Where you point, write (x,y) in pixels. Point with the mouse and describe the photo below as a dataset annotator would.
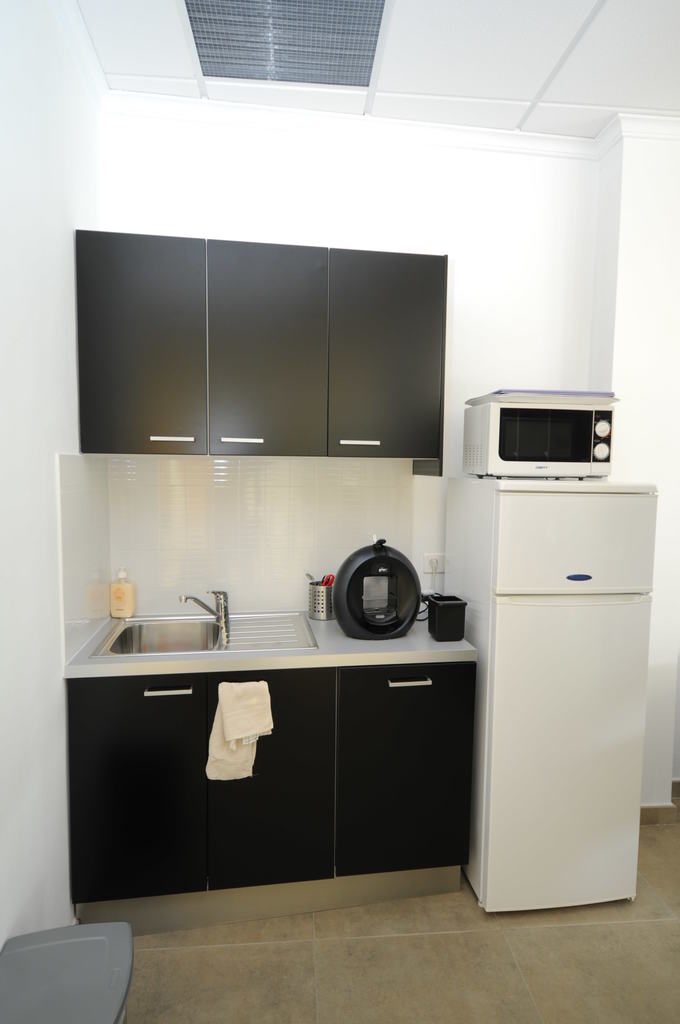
In the image we can see a wash basin (163,649), water taps (220,604), hand wash (114,589), cupboards (222,782), napkin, refrigerator (548,688), oven (547,450), roof (509,49), wall (611,243), scissors (329,579) in the container (312,610) and floor (386,973).
